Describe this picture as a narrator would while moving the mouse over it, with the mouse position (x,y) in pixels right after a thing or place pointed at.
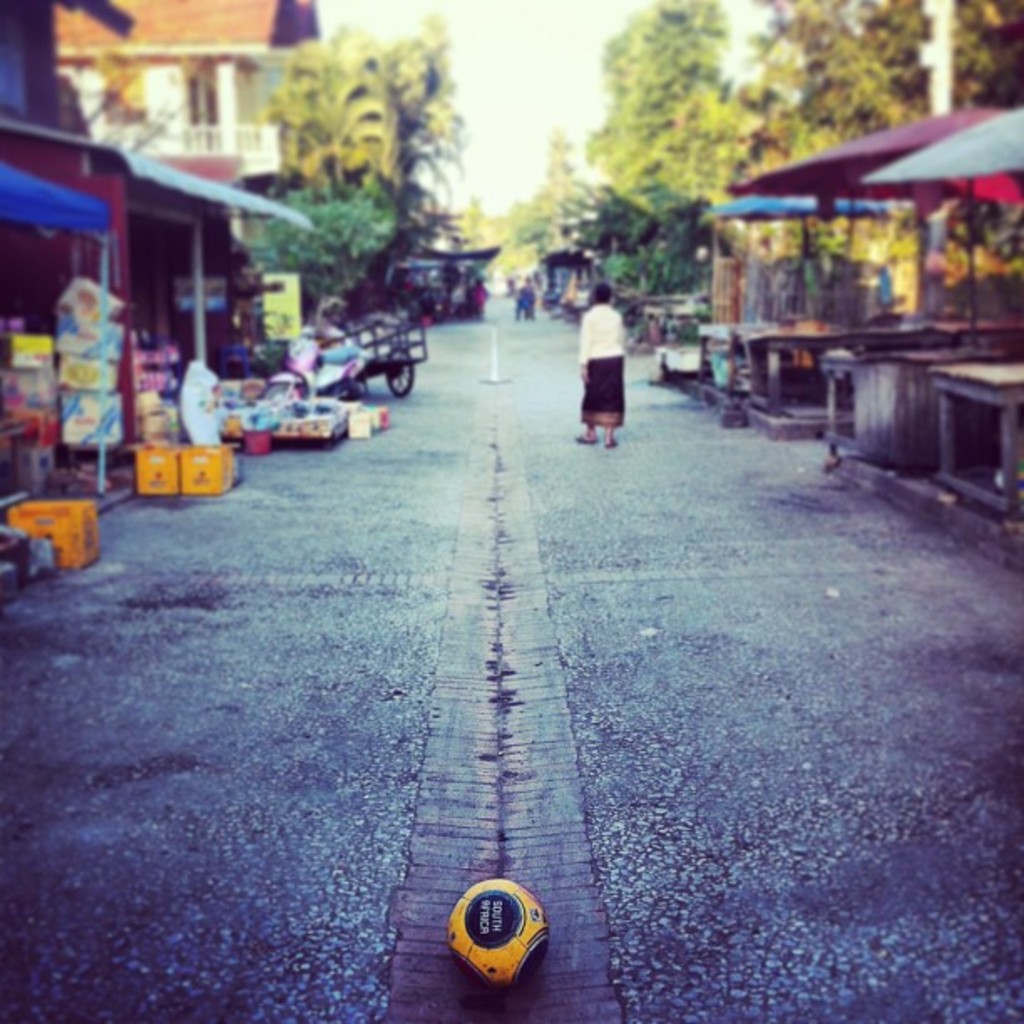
There is one person (600,396) walking on the road (609,490) as we can see in the middle of this image (620,375). There are some trees (557,180) and houses (140,223) in the background (432,199).
